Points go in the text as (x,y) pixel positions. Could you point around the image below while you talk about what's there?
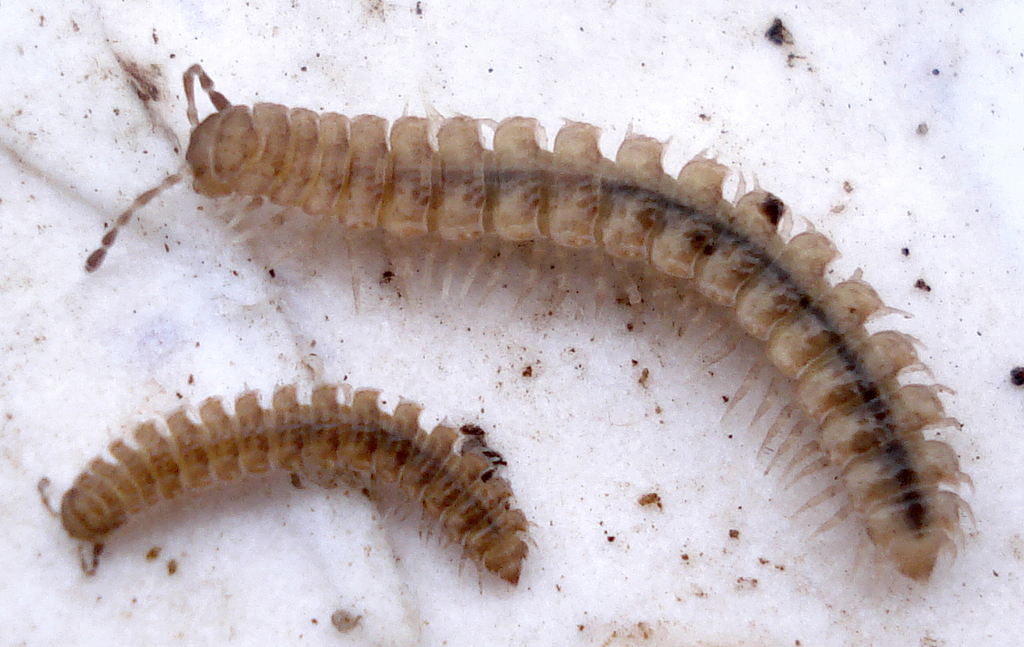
In this image I can see two insects (583,147) visible on the floor (262,293).
